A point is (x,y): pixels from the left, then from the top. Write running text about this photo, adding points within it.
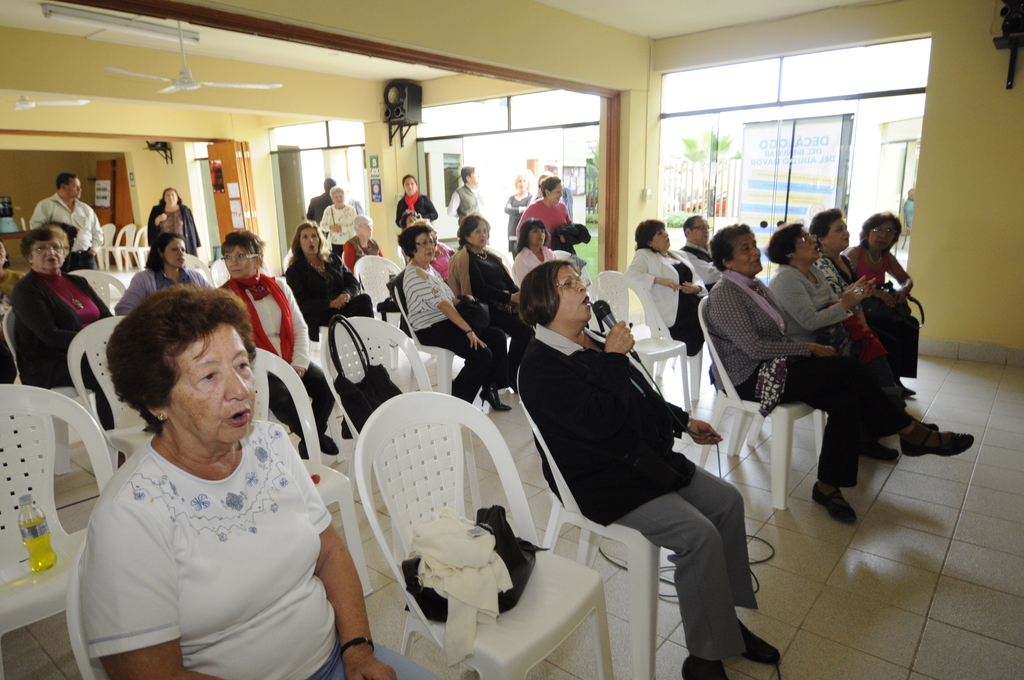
In this picture we can see a group of people (662,496) where some are sitting on chairs (682,345) and some are standing on the ground (61,497), bag (366,407), bottle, speakers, fans (182,84), mic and in the background (694,147) we can see trees (593,187), banner (768,164).
